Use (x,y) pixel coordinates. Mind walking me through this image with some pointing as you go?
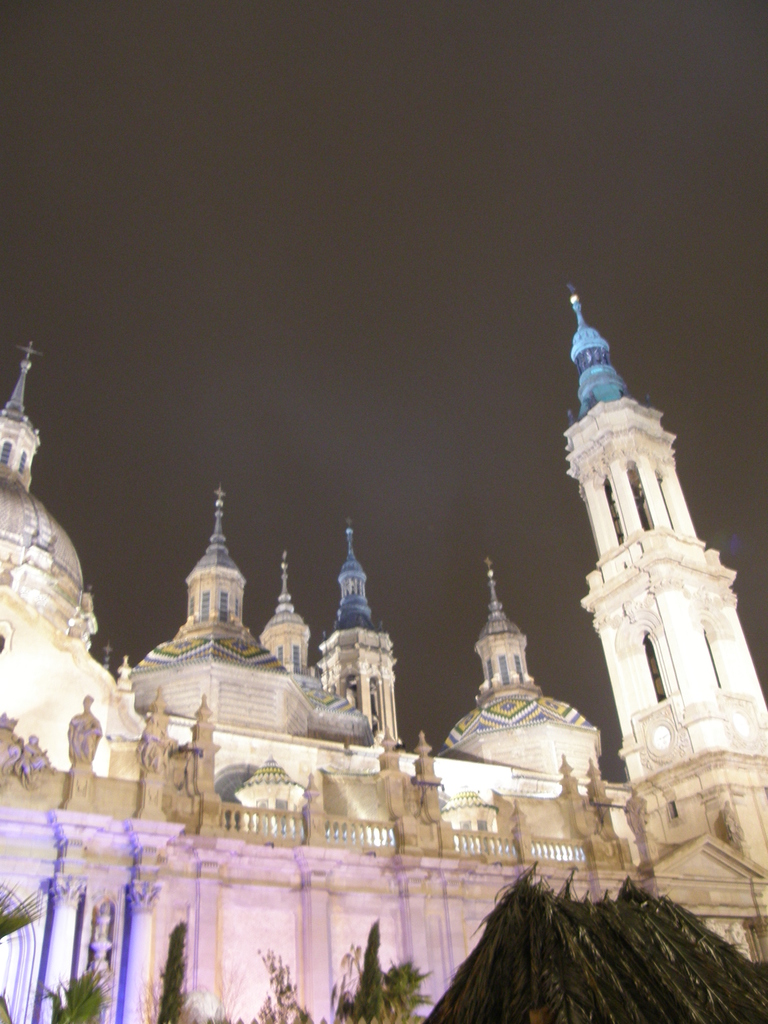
In this image I can see a building (416,801) in white color and few trees (418,995). The sky (409,414) is in black color.
